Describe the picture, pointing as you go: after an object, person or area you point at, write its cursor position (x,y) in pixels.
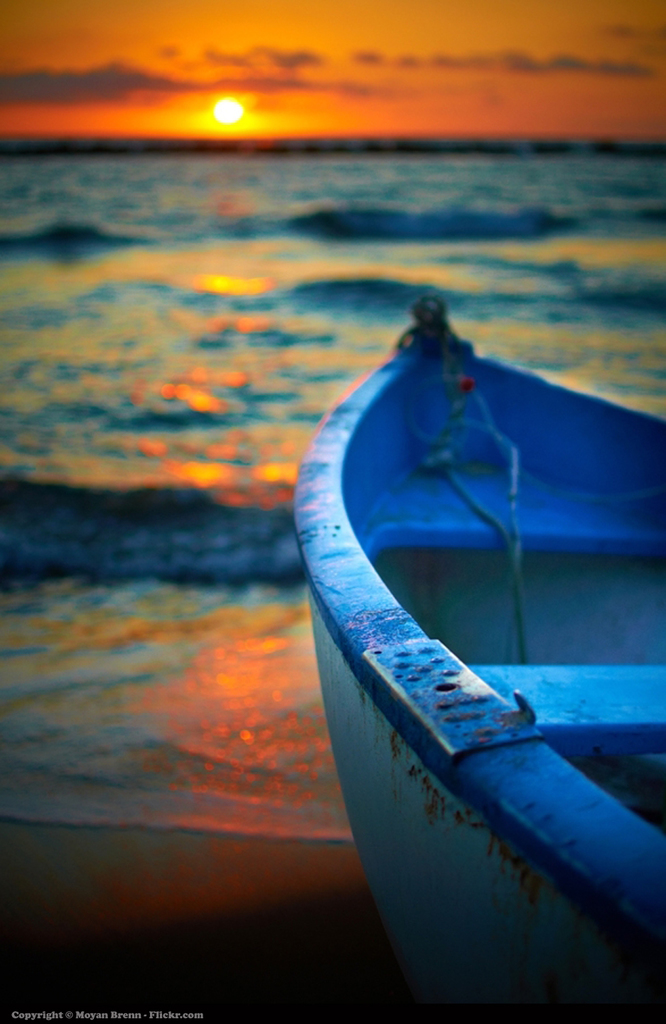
In this image in front (622,611) there is a boat (458,586). At the center of the image (379,344) there is water (221,328). In the background (290,106) there are sky (236,91) and sun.
